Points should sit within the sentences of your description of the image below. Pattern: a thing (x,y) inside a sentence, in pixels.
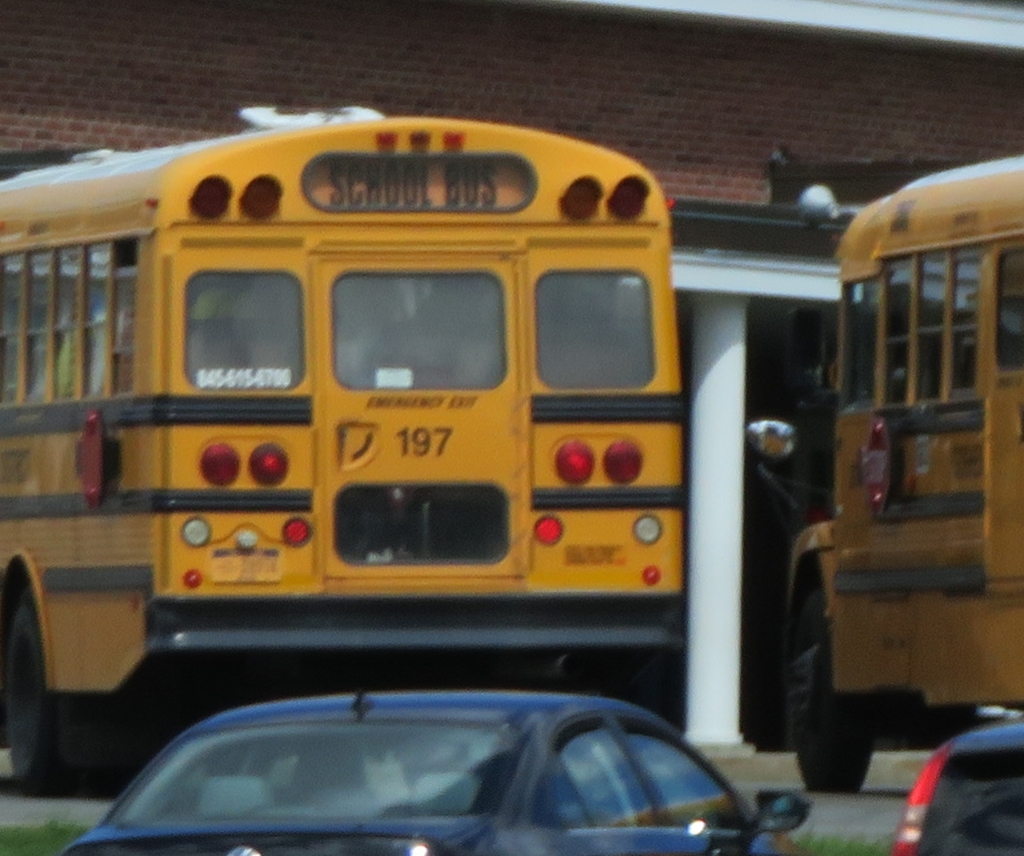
In this image there are two buses (498,625), two vehicles (347,761), grass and a building (39,27).
